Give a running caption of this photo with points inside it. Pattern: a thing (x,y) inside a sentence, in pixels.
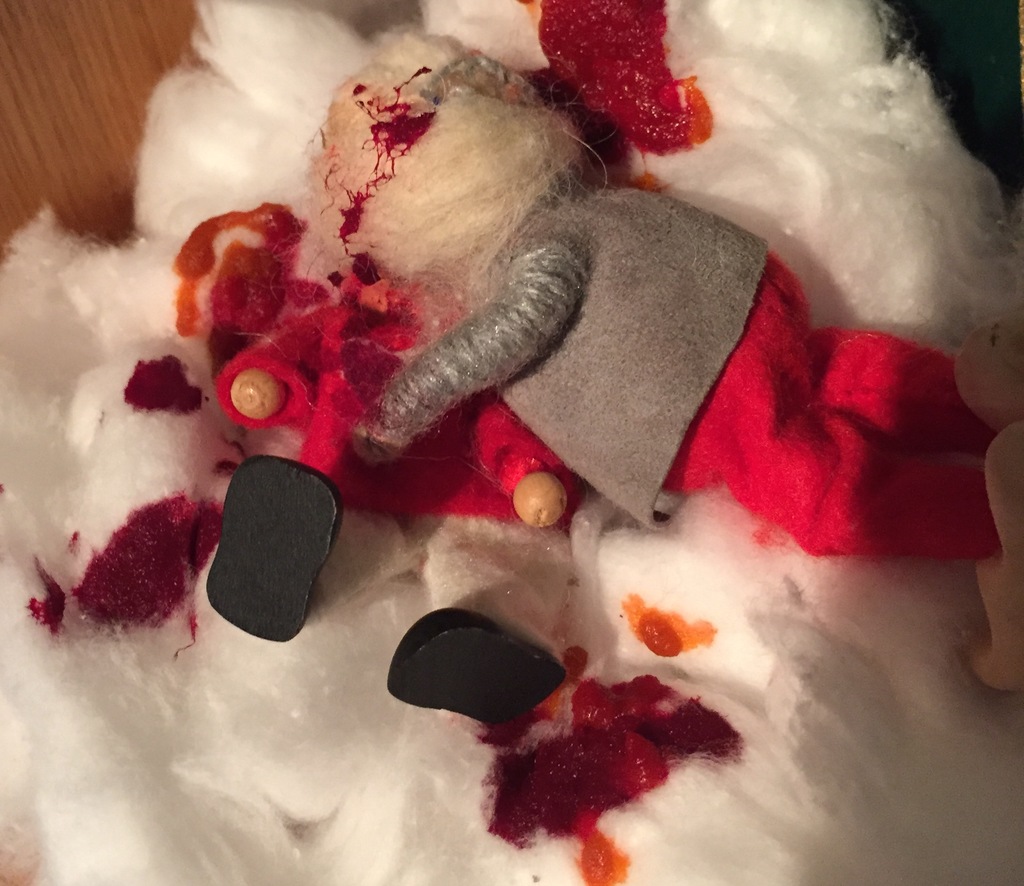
In the picture we can see a wooden plank (96,76) on it, we can see cotton (748,801) and on it we can see a doll (484,180) and on the cotton (726,838) we can see some red color marks (192,574).
